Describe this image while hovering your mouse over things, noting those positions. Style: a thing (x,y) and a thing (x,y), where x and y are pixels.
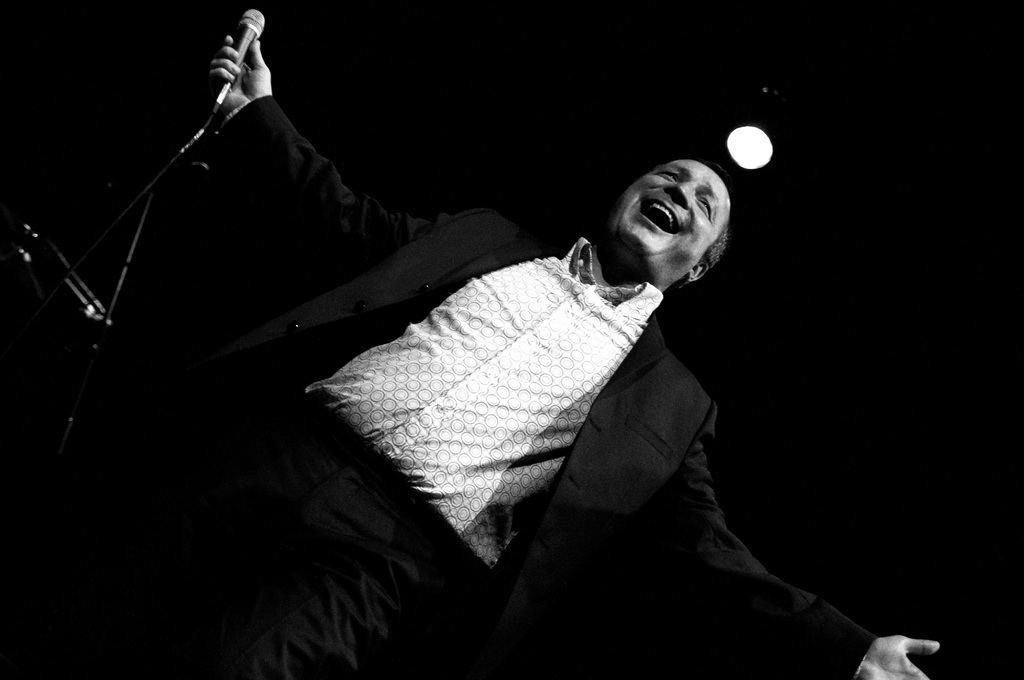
In this picture we can see a person (277,631) holding a microphone (244,49) in his hand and smiling. We can see an object (93,293) on the left side (21,233). There is a light (765,144) visible on top (733,135). We can see a dark view in the background (581,33).
